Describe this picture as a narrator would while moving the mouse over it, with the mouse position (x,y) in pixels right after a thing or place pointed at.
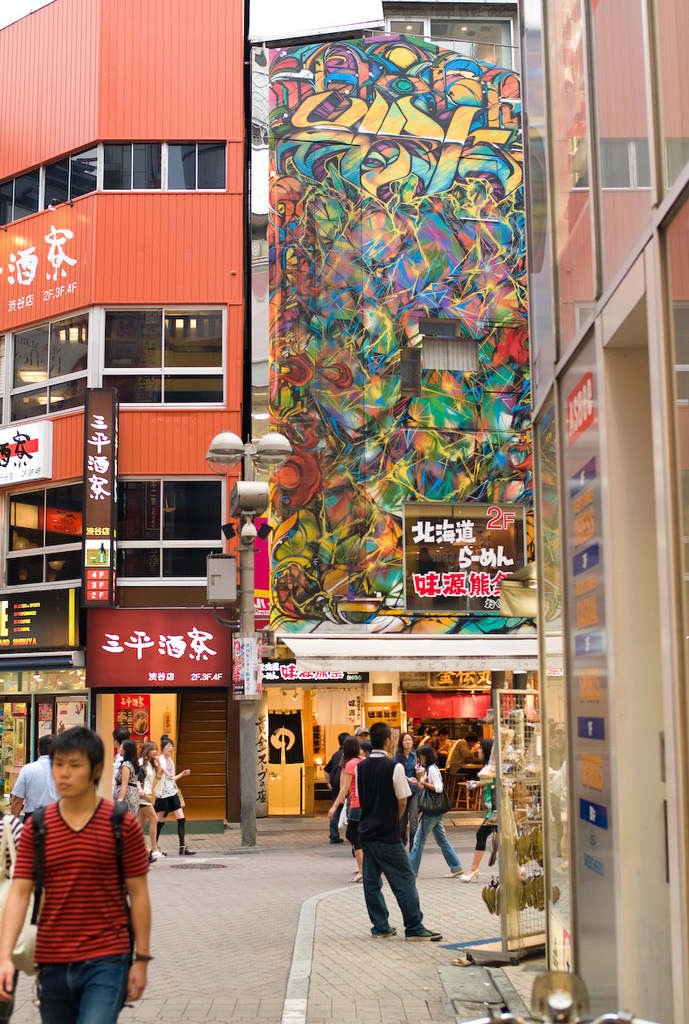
In this image we can see a road (197,893). There are many people (179,805). Also there is a sidewalk (360,931). Some are wearing bags (114,820). And there are buildings (184,483) with name boards (117,504). Also there is a wall (342,260) with graffiti (397,305). And there are windows (136,349) for the building (136,349).
